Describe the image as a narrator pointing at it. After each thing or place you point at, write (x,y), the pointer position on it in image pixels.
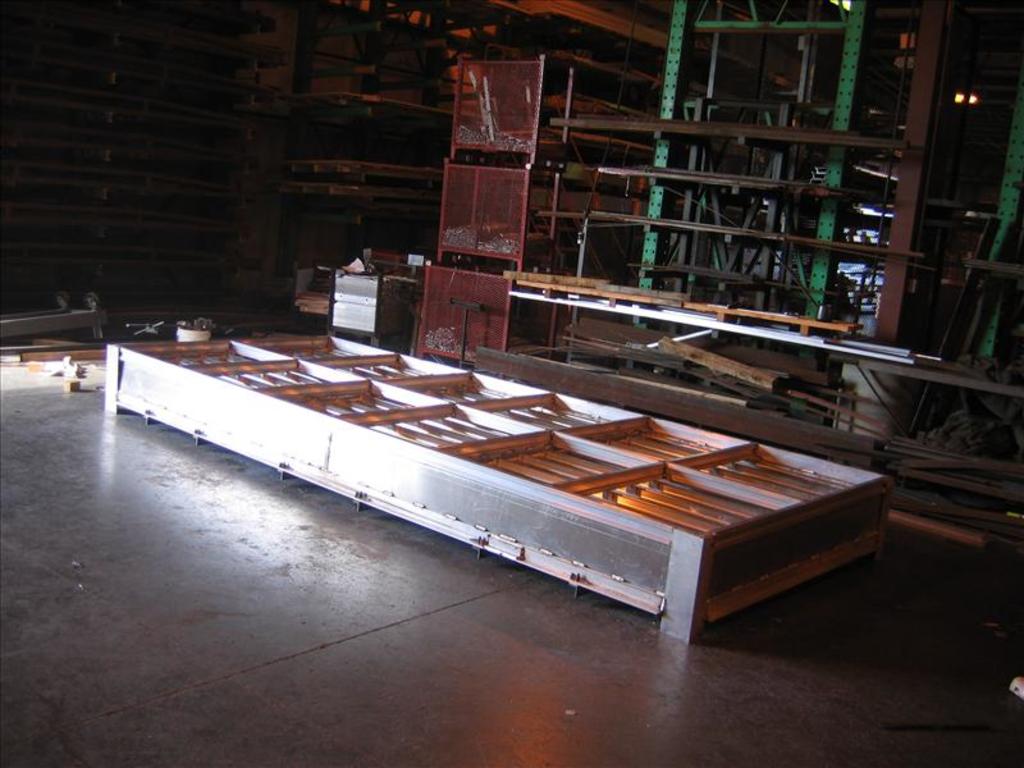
In this picture, we can see the ground (252,608), and we can see some metallic objects (607,512) and wooden objects (603,295) on the ground (43,716).
